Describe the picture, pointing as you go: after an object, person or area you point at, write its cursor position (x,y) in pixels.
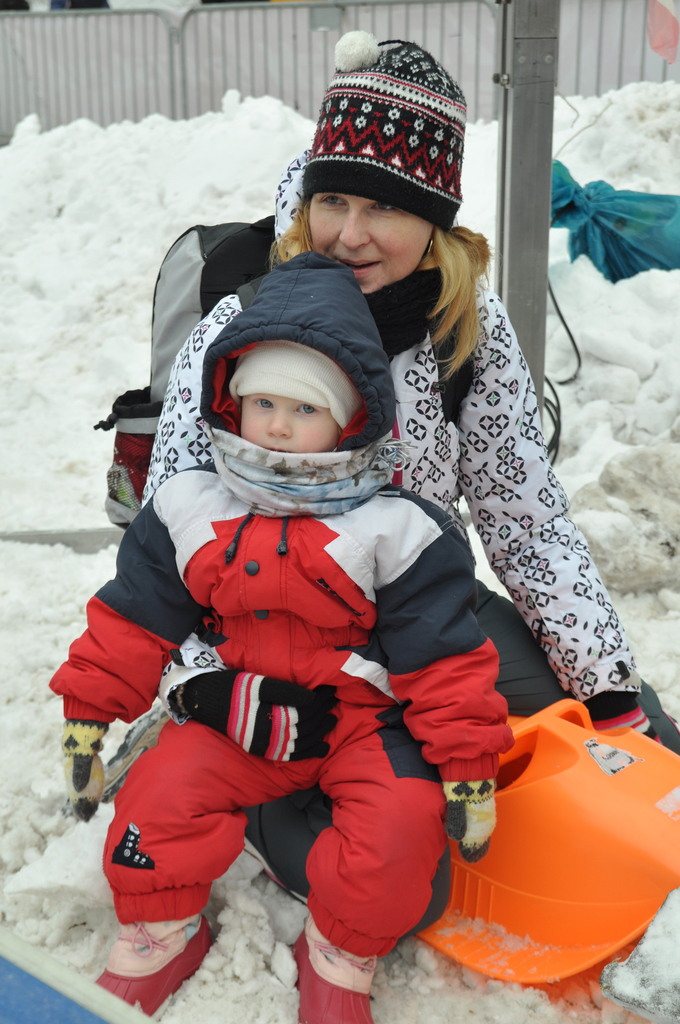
In the middle of the image (431,562) a woman (410,118) is sitting and holding a baby (448,763). Behind them there is snow (679,489). At the top of the image (472,103) there is fencing (310,95).
